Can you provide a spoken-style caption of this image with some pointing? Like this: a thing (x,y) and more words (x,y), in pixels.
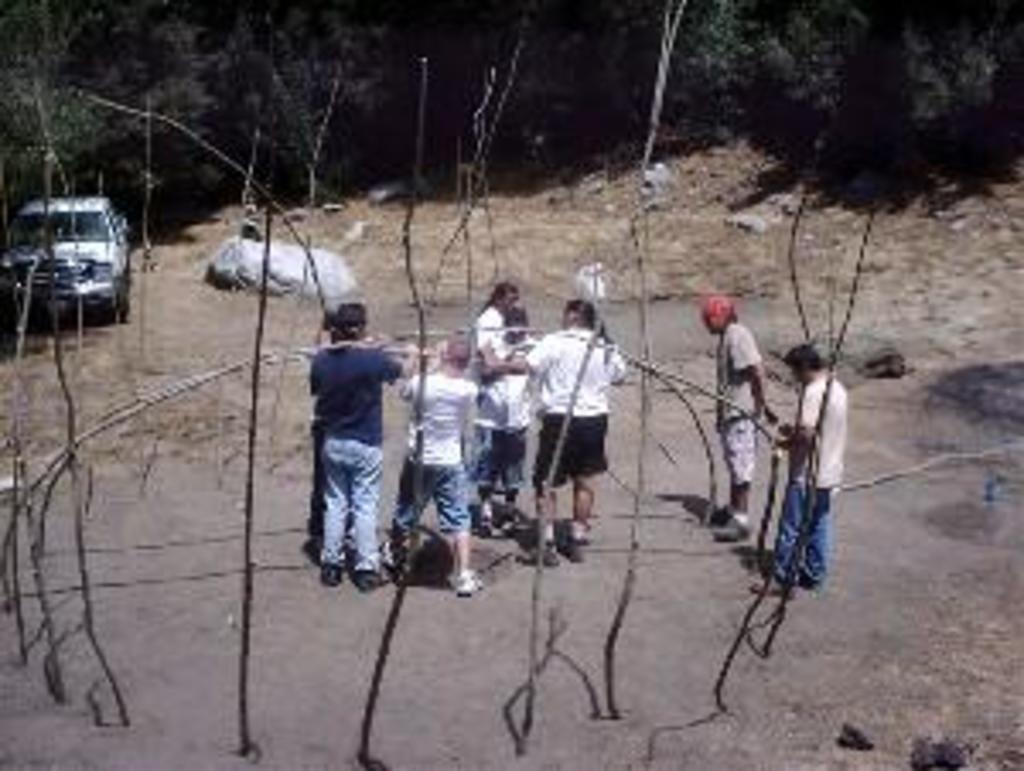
In this picture I can see group of people (579,436) standing, these are looking like wooden staffs (23,621), there is a vehicle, and in the background (447,92) there are trees (552,150).
